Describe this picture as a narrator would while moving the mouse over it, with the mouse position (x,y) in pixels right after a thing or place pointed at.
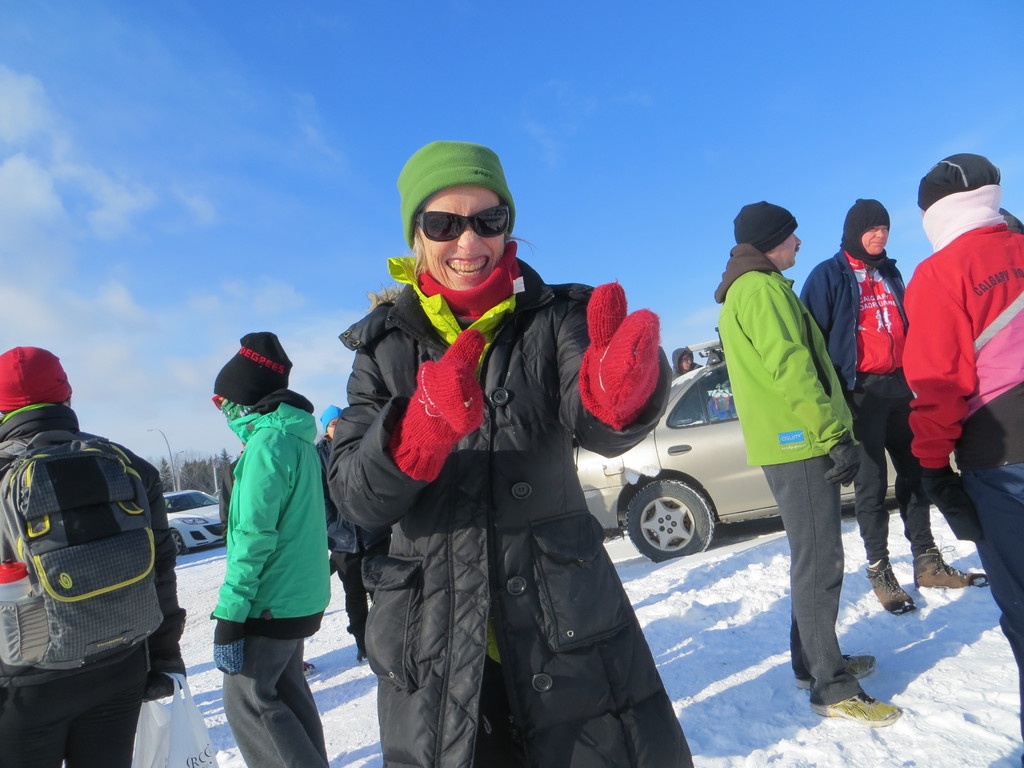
In this image I can see a person (373,406) standing on snow (201,575) and wearing black jacket (485,436), red gloves (474,418). At the back (228,517) I can see few other persons (268,485) standing, few vehicles (731,432) and the sky (366,57) is in white and blue color.
